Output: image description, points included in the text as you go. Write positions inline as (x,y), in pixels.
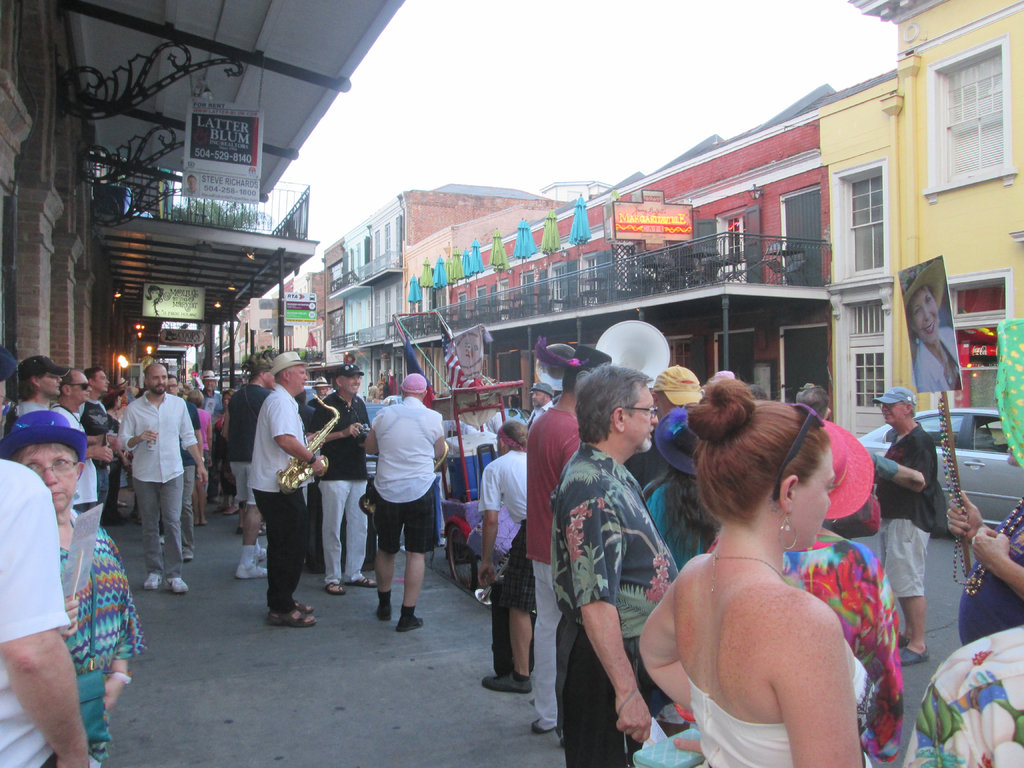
In this image we can see a group of people (408,422) standing on the ground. In that a person (1012,620) is holding a board (944,381) with the picture (939,359) of a woman (934,391) and the other is holding a trumpet (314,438). We can also see some vehicles (461,524) on the road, some buildings (518,342) with windows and fence (677,291), a signboard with some text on it, some umbrellas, lights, pillars (230,333), the flags (448,342) and the sky (378,140) which looks cloudy.
